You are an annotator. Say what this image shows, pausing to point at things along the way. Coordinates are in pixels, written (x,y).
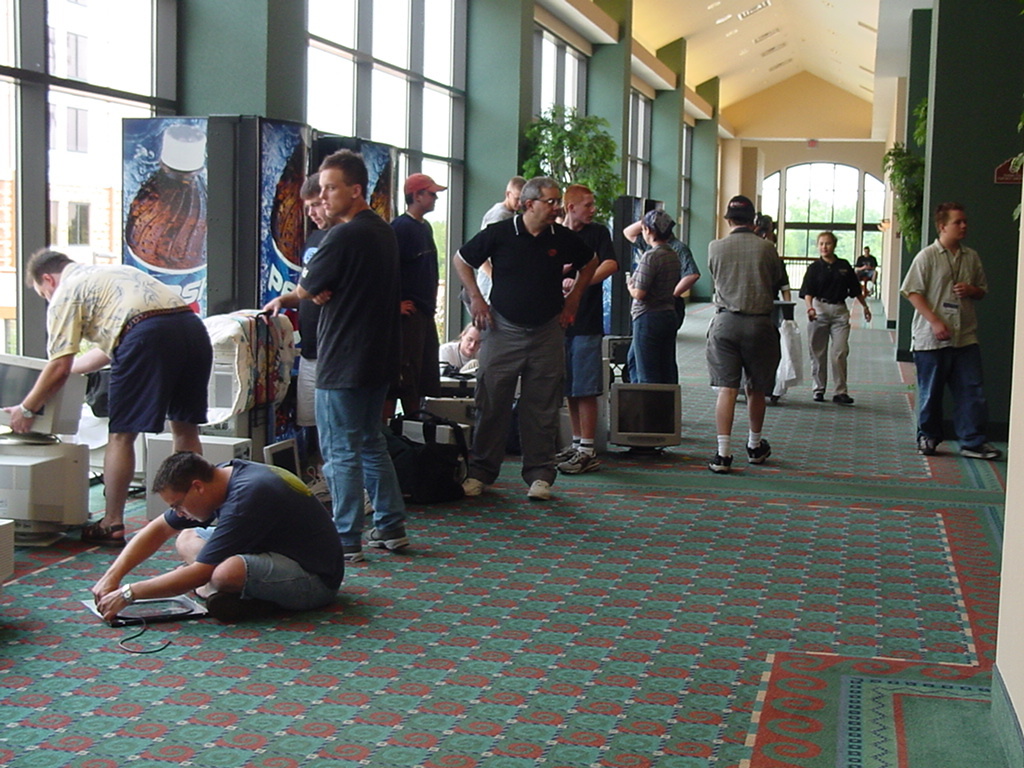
In this picture I can see many people (588,305) who are standing near to the computers (678,435). On the left (222,489) there is a man (209,489) who is sitting on the carpet (196,649) and doing some work, beside him there is a man (104,319) who is holding a computer screen (63,409), beside him I can see the banner (169,227) which is placed near to the glass partition (418,147) and pillar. On the right (945,289) there is a man (945,302) who is standing near to the pillar (964,174) and plants (907,171). In the left (60,23) background (75,176) I can see the buildings (67,186). in the top right corner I can see some lights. Through the door (818,214) I can see the plants (797,221).
